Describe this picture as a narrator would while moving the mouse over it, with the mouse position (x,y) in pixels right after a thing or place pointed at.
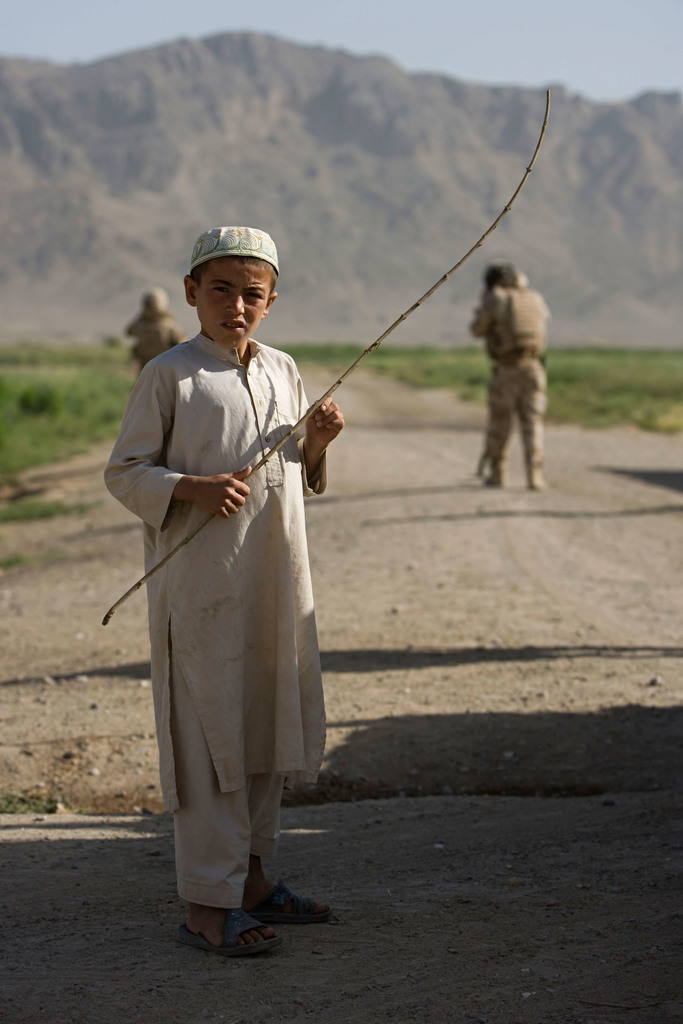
In this image there is a boy (247,470) standing on a path (110,590) holding a stick (543,140) in his hand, in the background (526,394) there are two people (517,401) walking and there is grassland (567,361), mountain (455,233) and the sky (632,6).
